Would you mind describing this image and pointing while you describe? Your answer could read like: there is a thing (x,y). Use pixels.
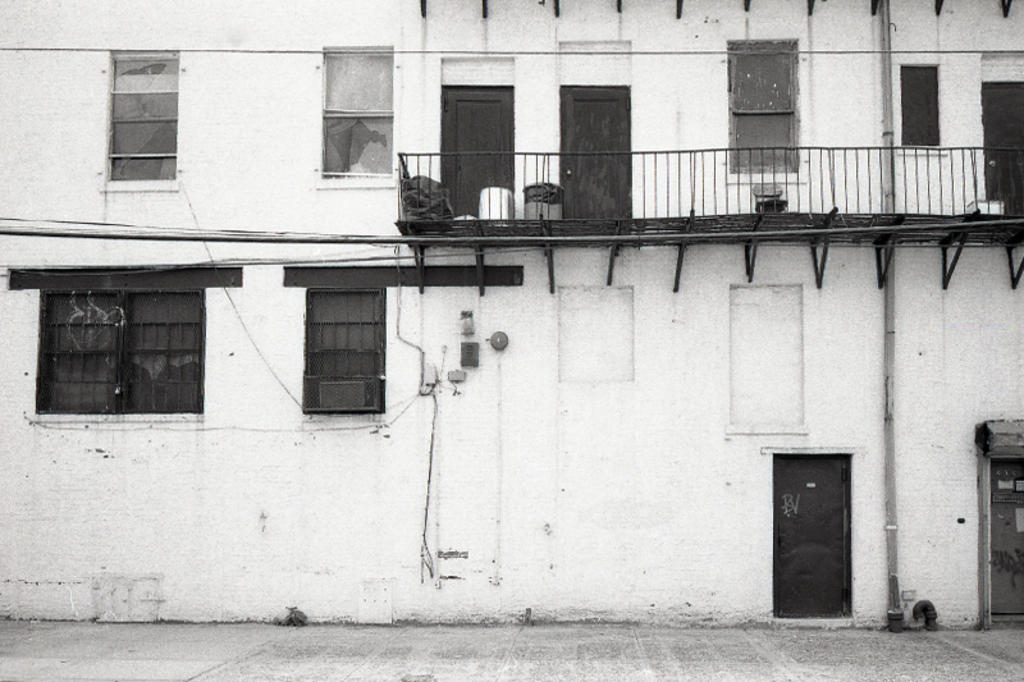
This is a black and white image. In this image we can see a building (514,355) with windows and a door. We can also see the railing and a pipe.
